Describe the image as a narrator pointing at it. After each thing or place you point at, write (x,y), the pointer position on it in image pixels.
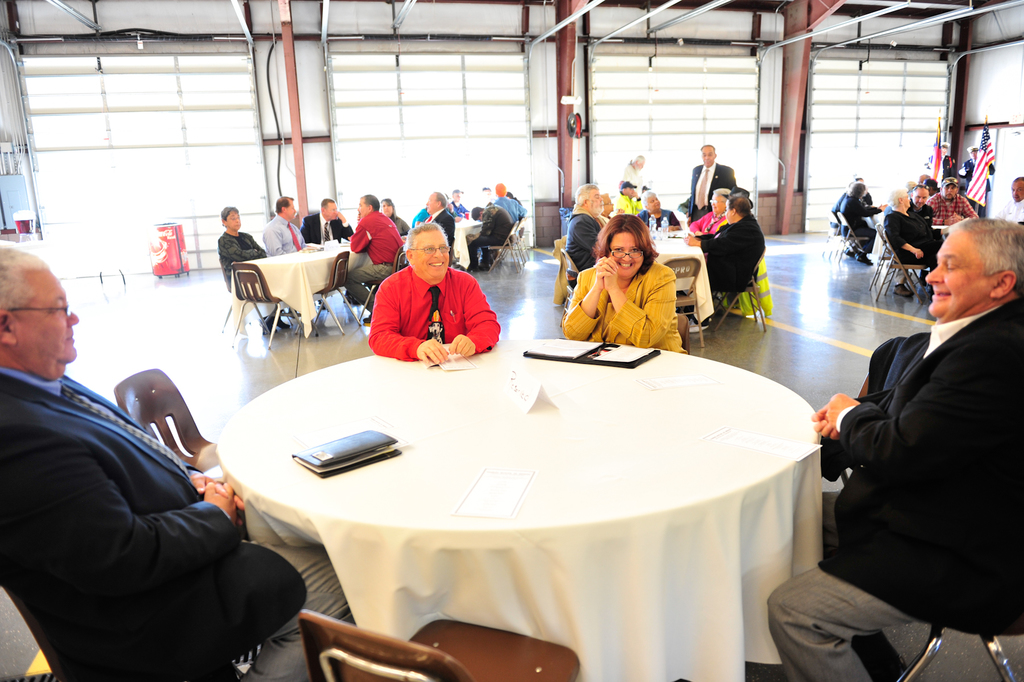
There are many persons (955,340) sitting on chairs (505,250). There are many tables (306,257) and chairs (333,278). On the table (448,429) there are books (554,352). In the background (928,153) there are flags (983,151), windows (728,97), tubes (616,42) and a bin (178,231).
